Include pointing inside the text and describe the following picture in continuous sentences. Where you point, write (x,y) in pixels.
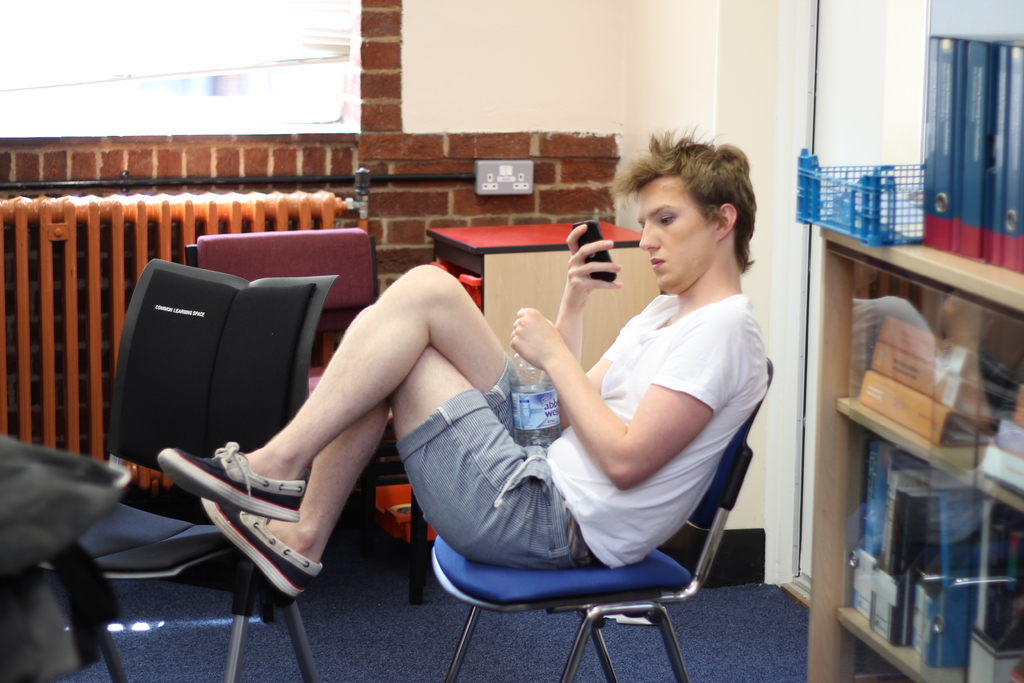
In this image there is a person (576,458) sitting on the chair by holding the bottle (545,417) with one hand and a phone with another hand (589,281). He is looking into the phone (609,258). Beside him there are few other chairs (263,302). On the right side (916,408) there is a cupboard (849,432) in which there are books (883,557). Above the cupboard (941,271) there are files (956,186) and a tray (919,198). In the background (403,111) there is a wall (413,122). Beside the wall (465,201) there is a table (519,251). There is a switch board (519,178) attached to the wall (544,138).
